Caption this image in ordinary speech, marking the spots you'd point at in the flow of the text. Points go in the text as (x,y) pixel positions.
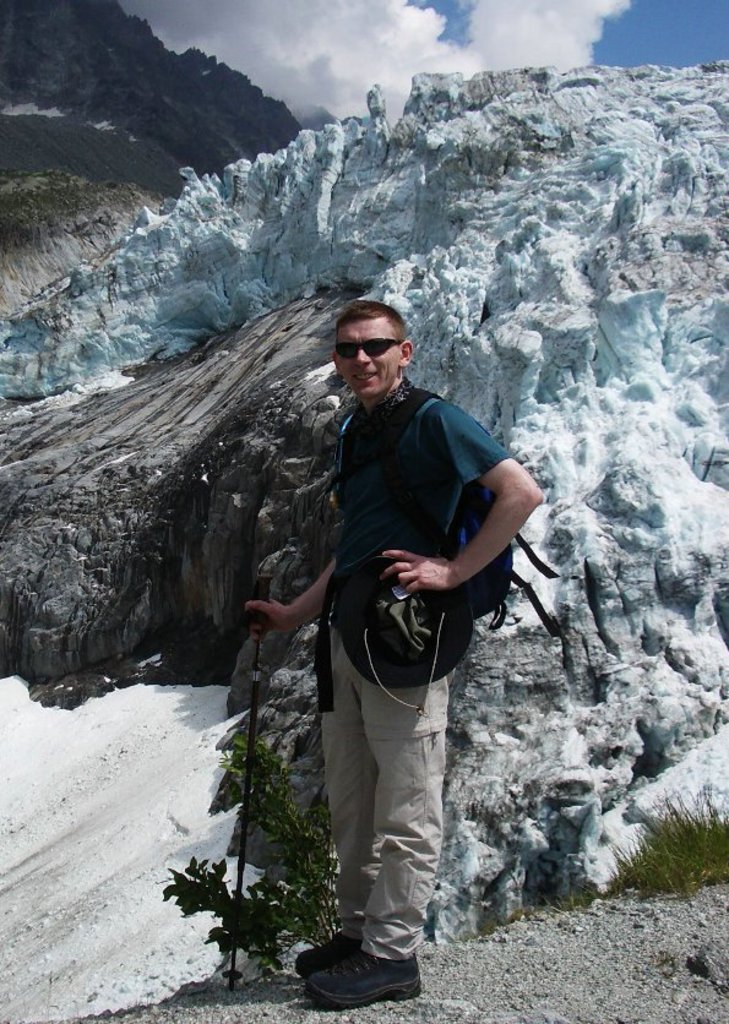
In this image we can see mountains (433,163). There are few plants (231,912) in the image. A person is standing and holding an object (436,614) in his hand (460,564). There is a blue and cloudy sky (552,31) in the image.
